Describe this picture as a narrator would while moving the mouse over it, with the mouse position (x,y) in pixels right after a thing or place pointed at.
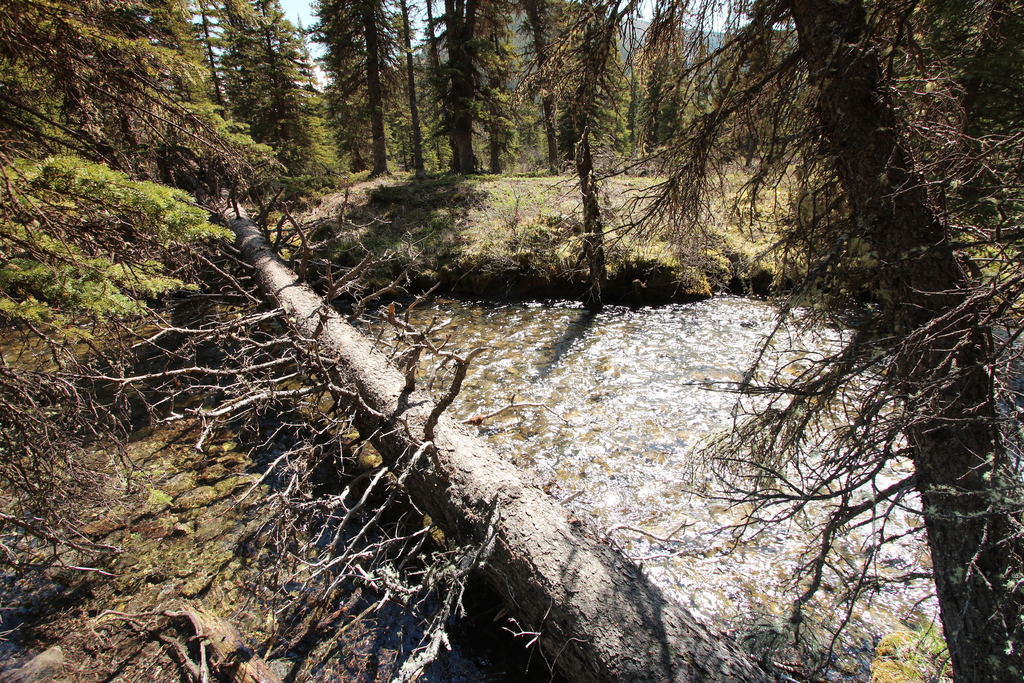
This image is clicked outside. There are trees (903,412) in this image. There is water (572,415) in the middle (530,431). There are plants (566,236) and bushes (472,253) in the middle (480,236). There is grass (468,221) in this image. There is sky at the top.
